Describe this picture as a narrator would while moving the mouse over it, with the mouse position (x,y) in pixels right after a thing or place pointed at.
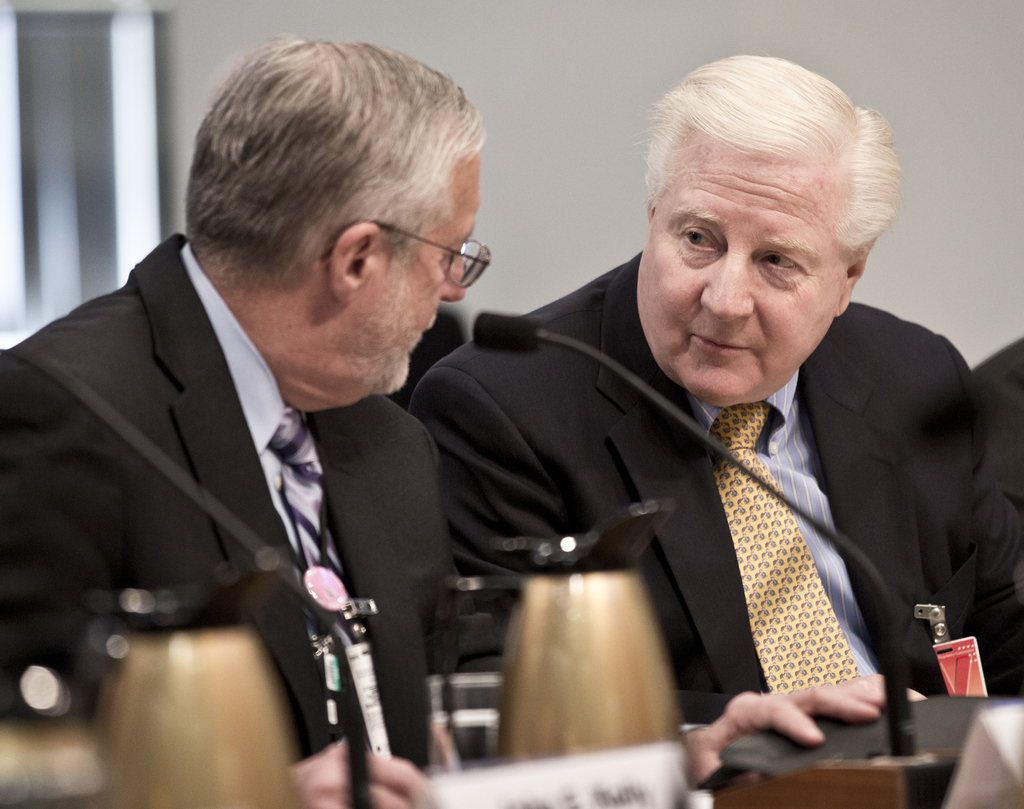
This image consists of two persons (821,518) wearing black suits (479,495). In the background (461,7), there is a wall (402,24). In the front (669,749), there is a table (905,777) on which there are name boards (612,808) and bottles (236,695) along with mic stands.
